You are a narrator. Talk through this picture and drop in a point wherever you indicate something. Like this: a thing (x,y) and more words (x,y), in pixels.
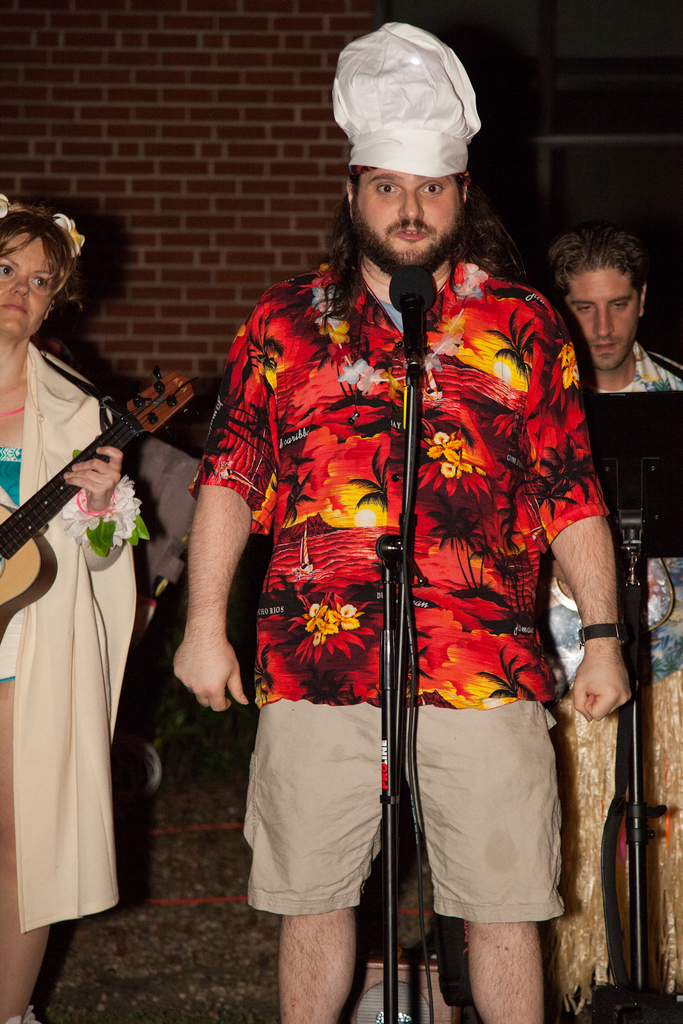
This image consists of three persons (333,486). In the middle (420,478), the man (497,420) is standing in front of the mic (401,301). On the left (66,756), there is a woman (0,902) playing guitar (31,503). In the background (171,306), we can see a wall (143,251). At the bottom (164,912), there is a floor (214,896).
